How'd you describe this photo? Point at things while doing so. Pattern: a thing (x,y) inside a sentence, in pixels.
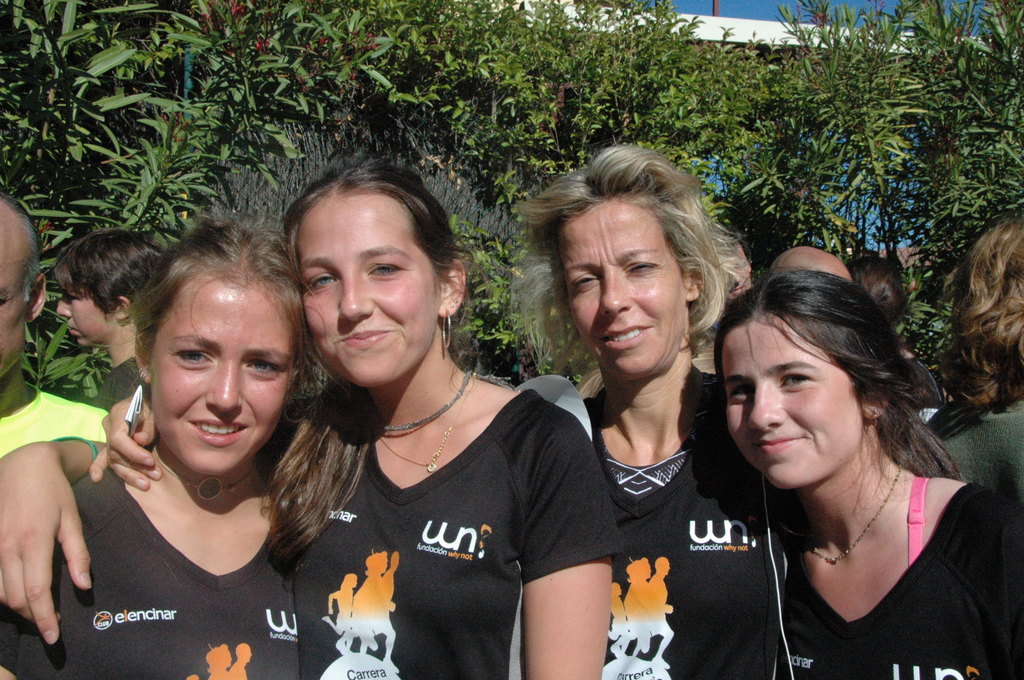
In this image we can see women (756,507) standing on the ground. In the background (585,122) we can see persons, trees (997,155), wall (754,21) and sky (737,9).
